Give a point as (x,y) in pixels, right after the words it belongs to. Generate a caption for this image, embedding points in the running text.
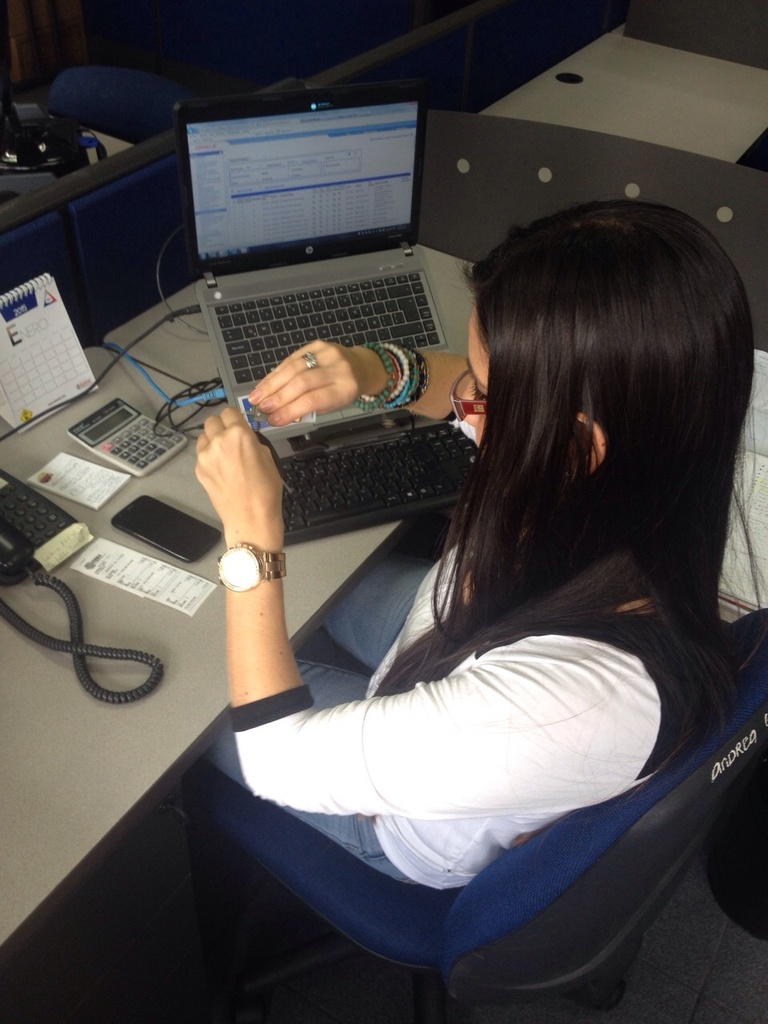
This picture shows a woman (712,674) seated on the chair (754,664) and we see a laptop (422,312) with a keyboard (410,467) and we see a calculator (148,442) and a mobile (148,504) and a table calendar (56,304) and a telephone (29,495) on the table (7,804). She holds a paper (253,422) in her hand (293,403) and she wore spectacles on her face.
